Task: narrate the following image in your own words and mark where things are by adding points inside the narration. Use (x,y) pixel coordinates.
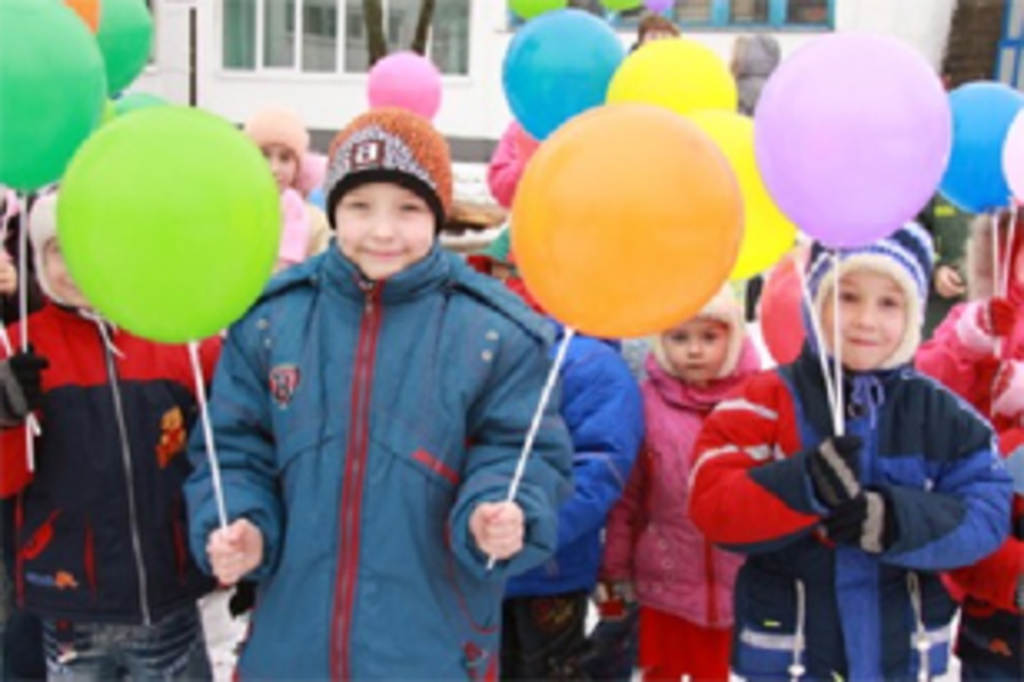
In the picture I can see a group of children (440,404) are standing and holding balloons (564,241) in hands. In the background (339,50) I can see some objects (319,50). These children (316,275) are wearing caps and jackets (417,537).
